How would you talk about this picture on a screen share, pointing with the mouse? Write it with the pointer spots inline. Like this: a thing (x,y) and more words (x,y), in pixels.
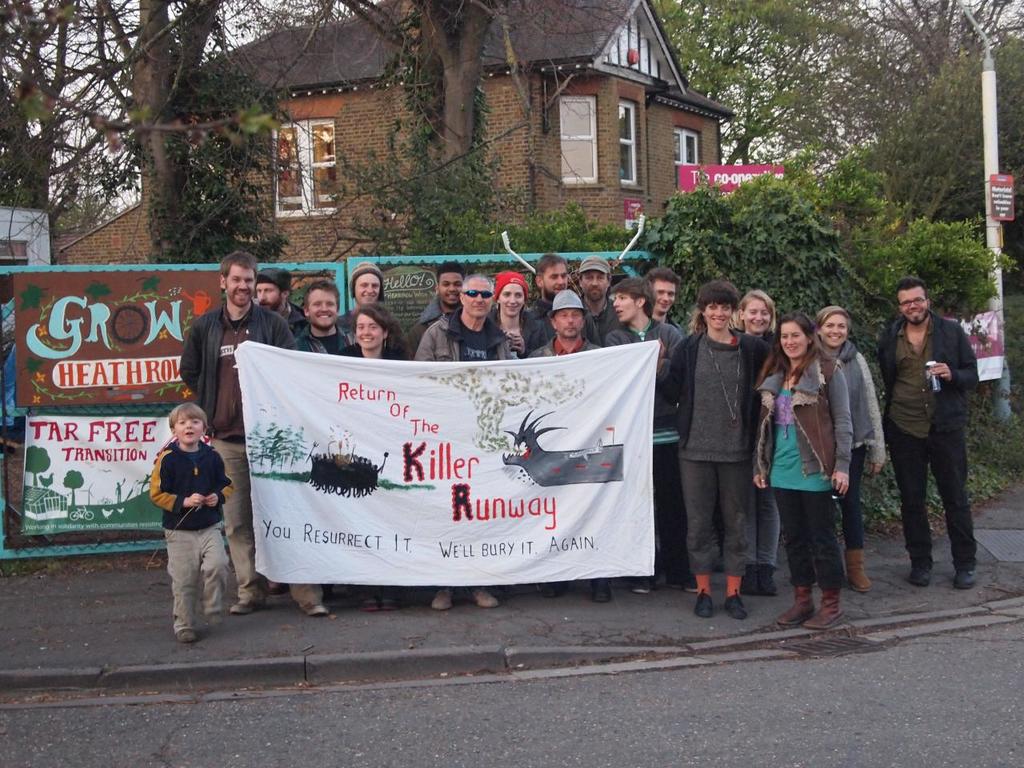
In this image we can see a building (556,145) and it is having few windows (563,176). There are many trees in the image. There are many people (372,322) in the image. There are few banners (987,331) in the image. There is a road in the image. There are few advertising boards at the right side of the image (1006,213).
